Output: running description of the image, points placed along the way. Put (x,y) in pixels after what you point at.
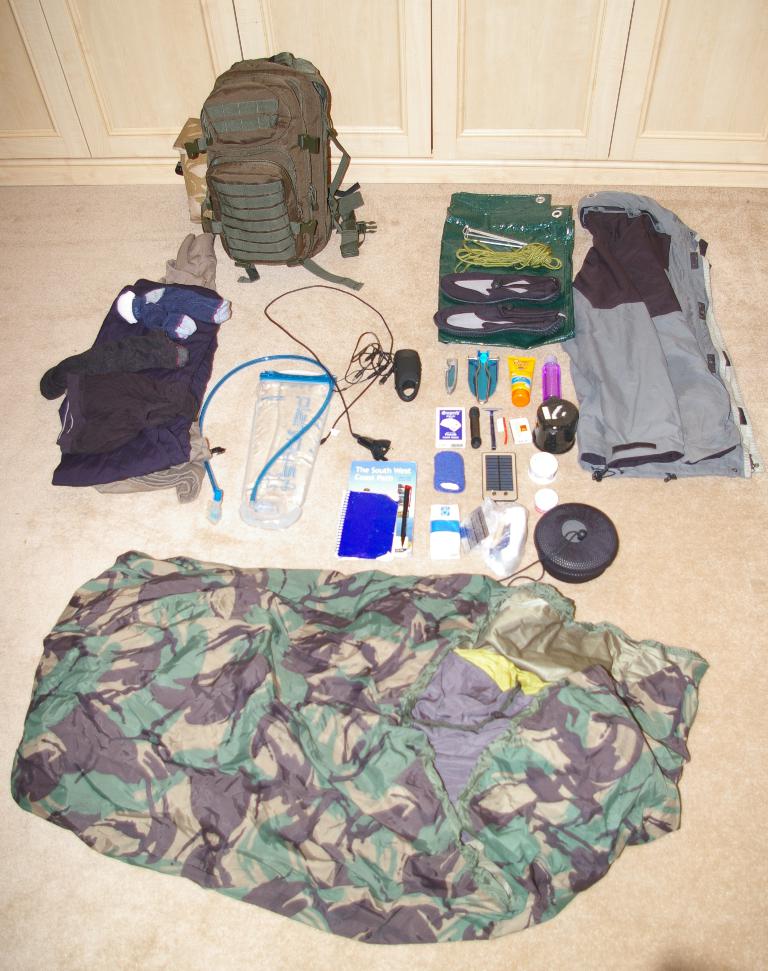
There are many items (329,369) kept on the floor (421,266). This consists of a luggage bag (269,199) also it consist of socks (179,317) then some clothes (156,454) on the floor (430,389). There are shoe (498,293), soles (509,297), cream (516,379), some wires (393,370) etc are on the floor (421,495). In the background (128,74) there are some doors (162,56).
